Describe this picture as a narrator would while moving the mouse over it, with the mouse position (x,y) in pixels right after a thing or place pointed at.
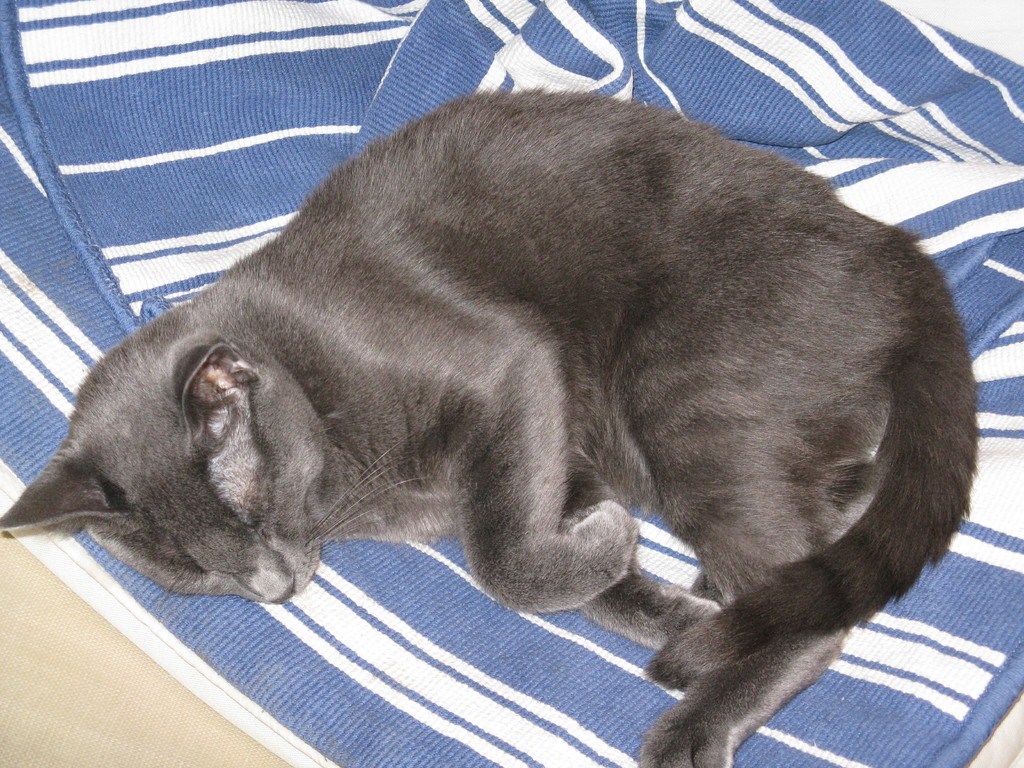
In this image there is a cat (518,271) sleeping on the bed (156,306).
